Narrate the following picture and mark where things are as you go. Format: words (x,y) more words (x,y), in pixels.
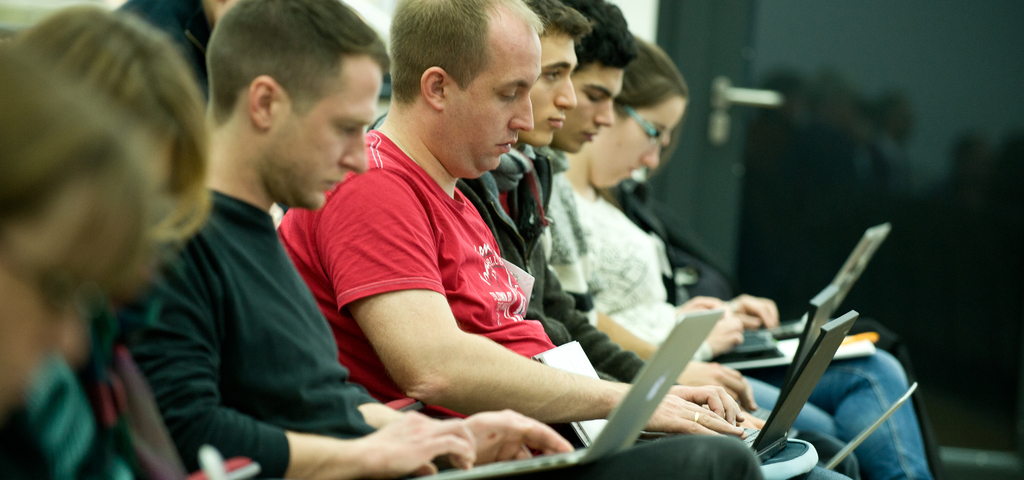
In this image there are people (409,346) sitting on chairs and keeping laptops (629,426) in their laps (611,453), in the background (756,152) it is blurred.
